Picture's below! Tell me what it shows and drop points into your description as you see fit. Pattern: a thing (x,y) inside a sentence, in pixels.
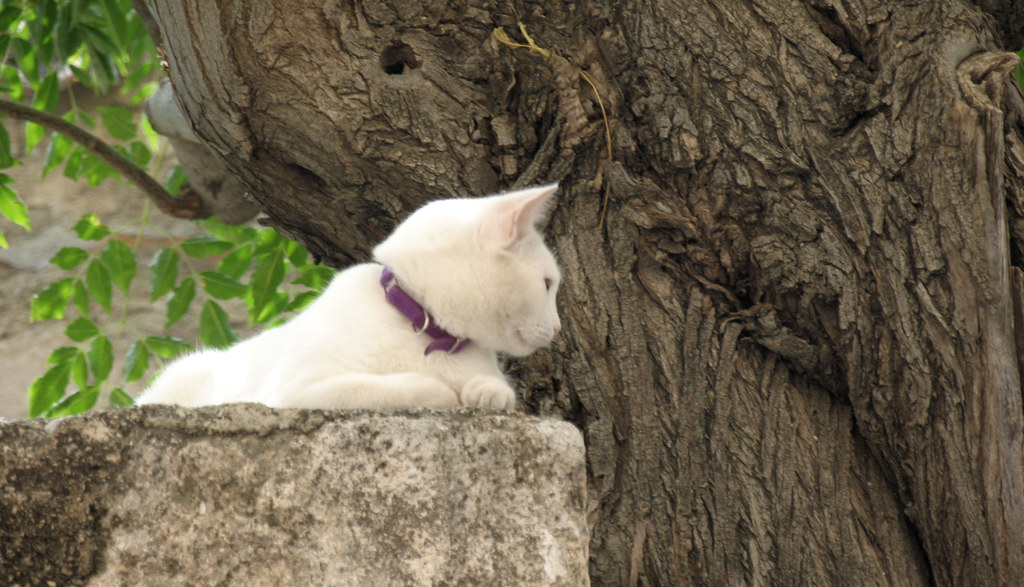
In this image I can see a cat (359,337) which is white in color is lying on the concrete structure (392,492). I can see a purple colored belt (419,309) to its neck (428,296). In the background (411,73) I can see a tree (457,78) which is brown and green in color.
